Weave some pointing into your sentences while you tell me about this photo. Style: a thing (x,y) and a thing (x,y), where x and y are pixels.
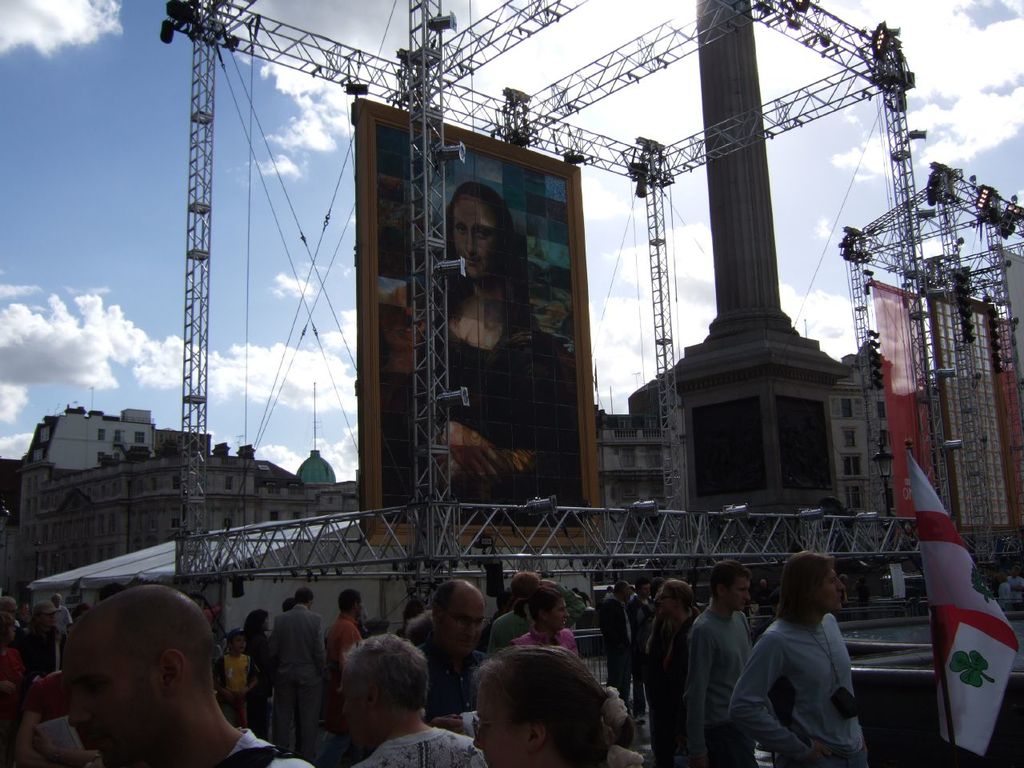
In this picture we can see a group of people (715,732), here we can see a flag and in the background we can see poles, photo frame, lights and some objects (899,584), here we can see buildings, tower (786,406) and sky (633,333) with clouds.
